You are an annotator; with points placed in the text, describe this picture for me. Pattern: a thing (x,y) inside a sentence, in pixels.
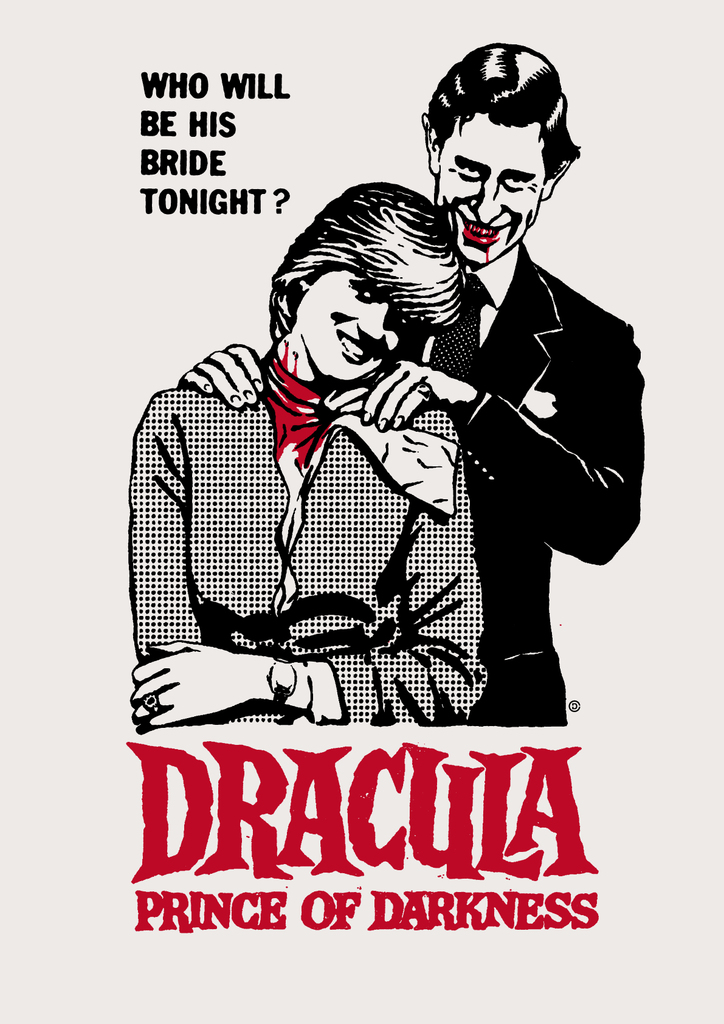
In this image I can see the paper (449,896). On the paper (394,843) I can see two persons (403,511) and something is written on it.
